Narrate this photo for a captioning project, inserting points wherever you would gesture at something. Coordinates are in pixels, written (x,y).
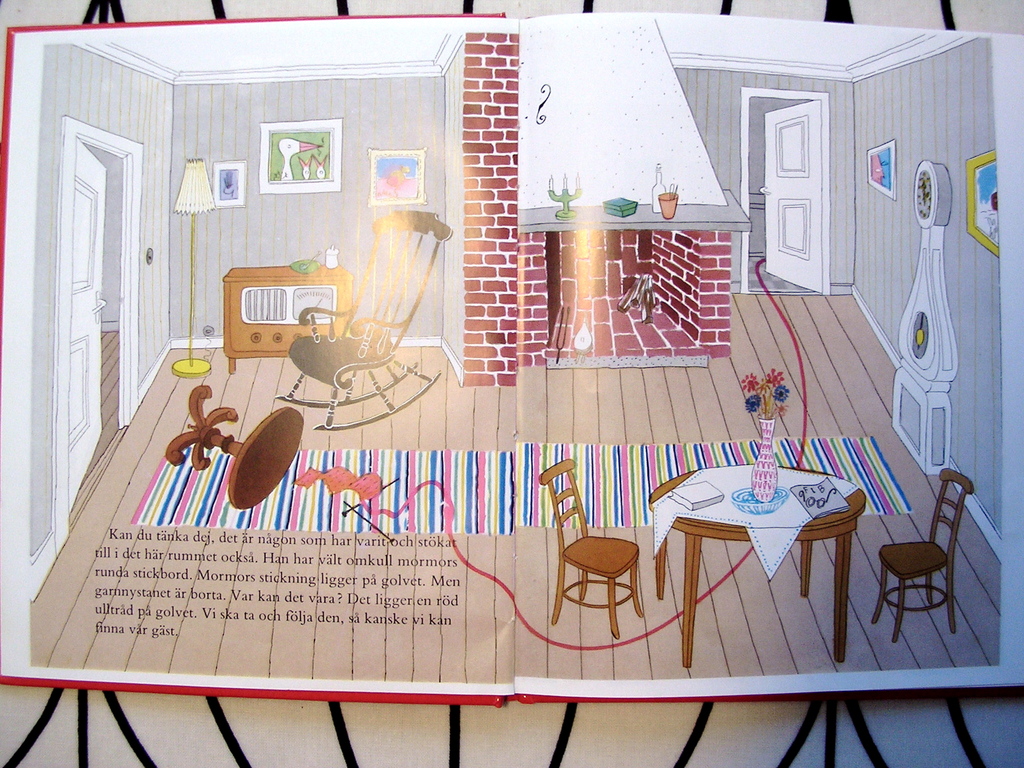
This picture shows a drawn room (636,385) in an open book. In this picture we can see table (852,532) with chairs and on top of the table (757,479) there is a flower vase (766,431), books (687,500). At the right side (909,356) there is a clock (925,191) and there is wall (888,126). Photo frames (891,167) were placed on the wall (901,151). There is a door (790,186) attached to the wall (846,126). At the center of the image (603,287) there is a fireplace (626,274) and on top of it there are some objects (614,200). At the left of the image (260,346) there is a door (101,212), lamp (187,211), table (295,293) and on top of it there are two objects (302,269). There is rocking chair (316,331).
